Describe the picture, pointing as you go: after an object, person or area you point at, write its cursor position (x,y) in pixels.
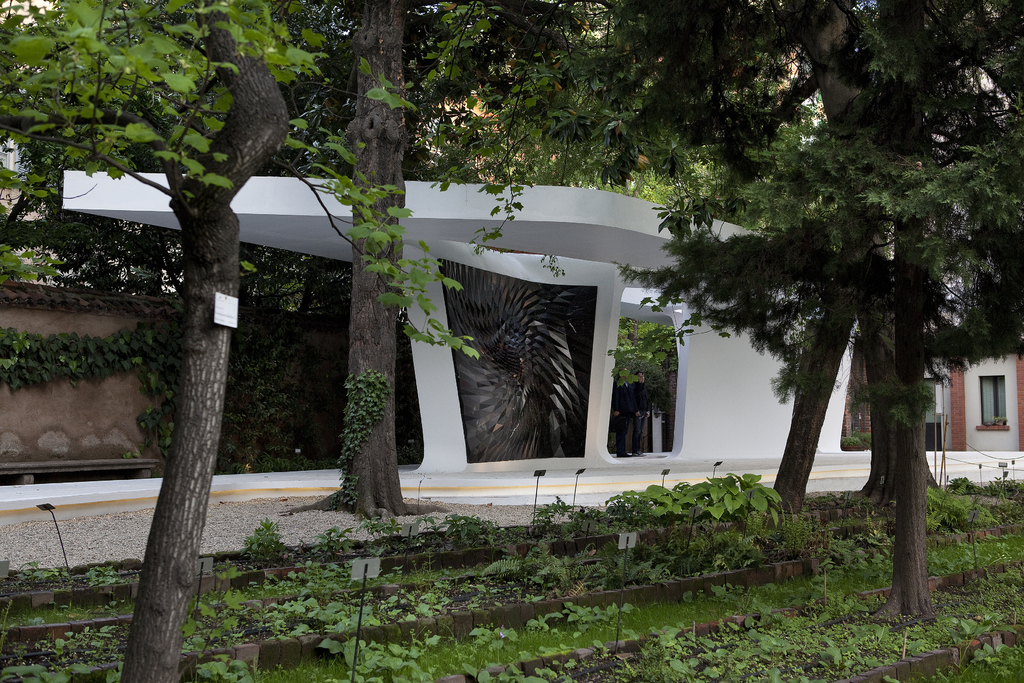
In the foreground of this image (700,609), there are many plants (543,543) and trees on the ground (318,552). In the background (620,261), there is a shelter (592,222) few trees (179,242) and a building (961,383) and we can also see few small poles (52,505) on the bottom (573,504).
